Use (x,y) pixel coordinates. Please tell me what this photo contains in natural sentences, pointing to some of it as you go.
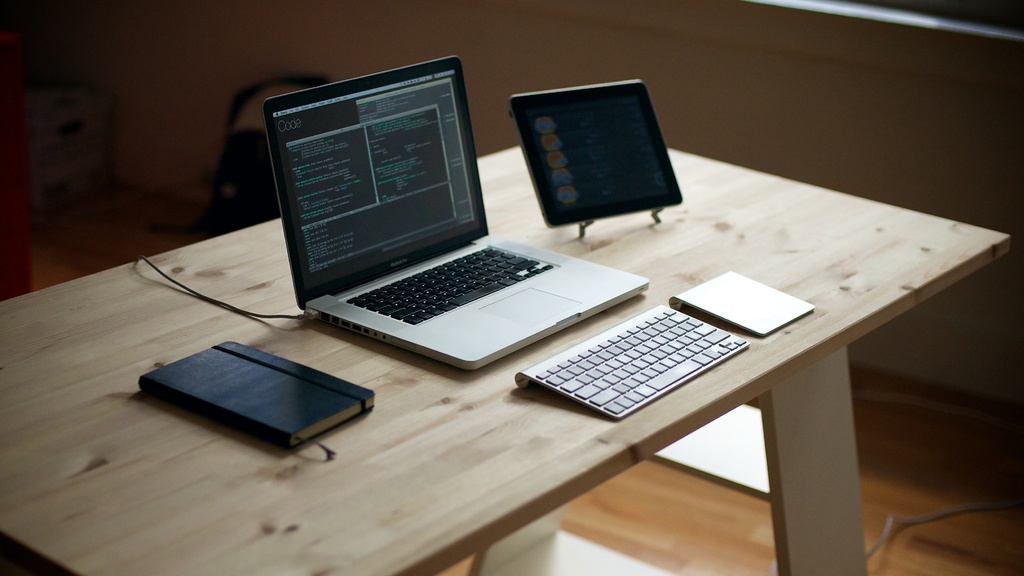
In this picture there is a table (452,482) on which a laptop (493,293), keyboard (617,366), ipad (593,150) and a diary (287,395) was placed. In the background (491,21) there is a wall (278,56).
